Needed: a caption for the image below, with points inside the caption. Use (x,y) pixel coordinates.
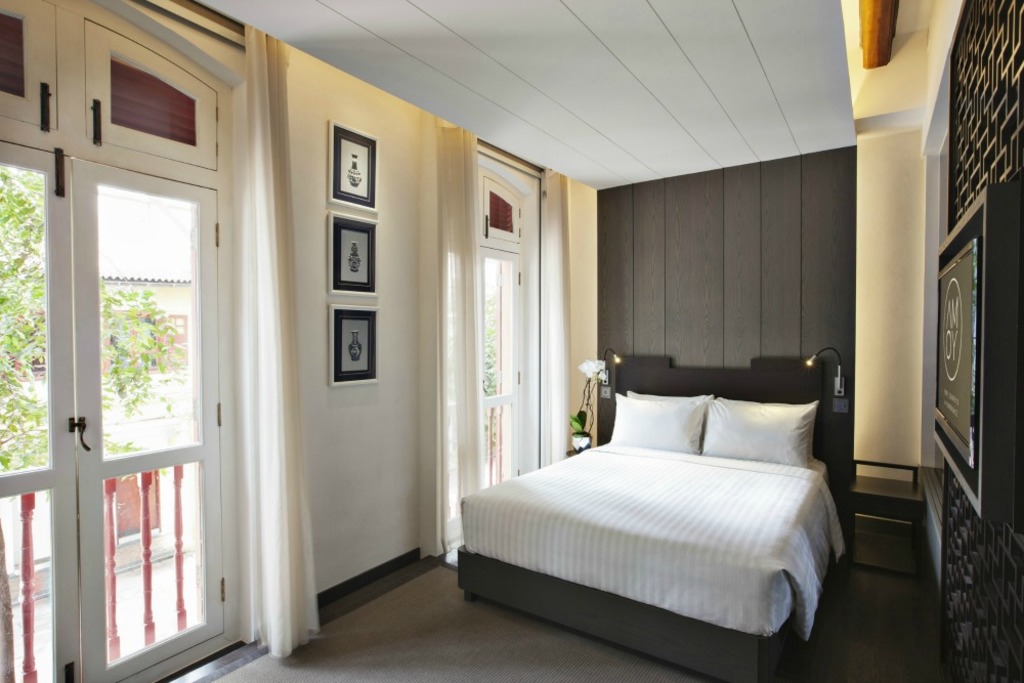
This image is taken in a bedroom (441,544). In this image we can see the bed (714,463) with pillows (704,439). Image also consists of windows (493,320), frames (361,181) and also curtains (440,215) and also a television (958,291) on the right (941,407). Behind the door (53,378) we can see a house (175,298) and also a tree (123,325). At the top (655,94) there is ceiling (609,111).
